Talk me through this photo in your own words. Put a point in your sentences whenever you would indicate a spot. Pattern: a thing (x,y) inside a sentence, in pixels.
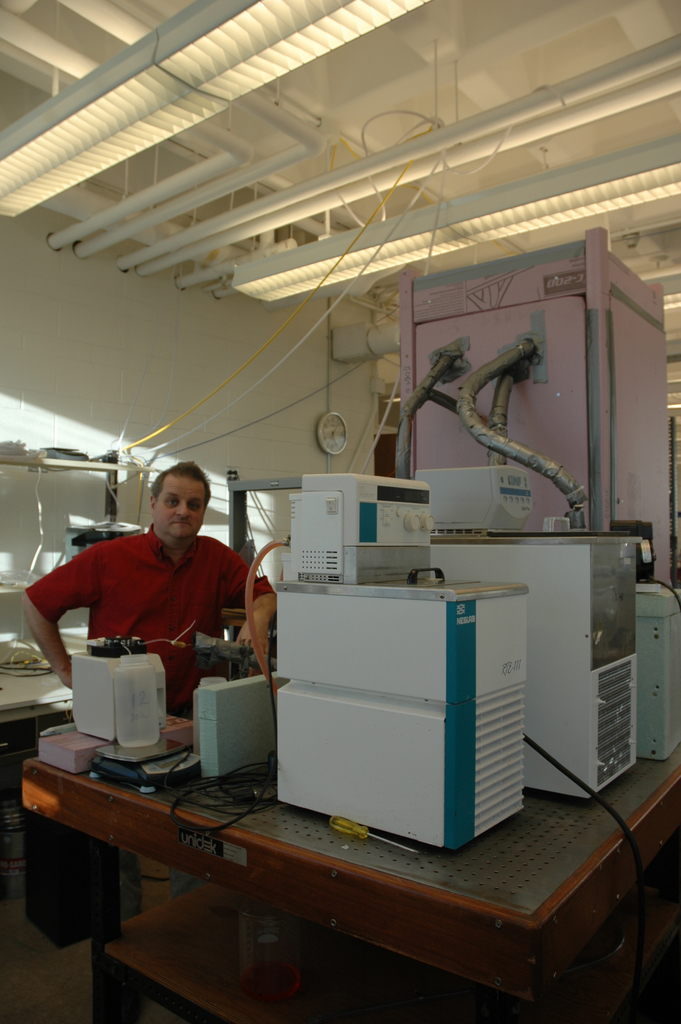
In this image I can see a man (196,494) is standing and wearing a red color of shirt (105,548). In the background (292,444) on this wall (324,455) I can see a clock (338,445). On this table (230,773) I can see few machines (339,732).
